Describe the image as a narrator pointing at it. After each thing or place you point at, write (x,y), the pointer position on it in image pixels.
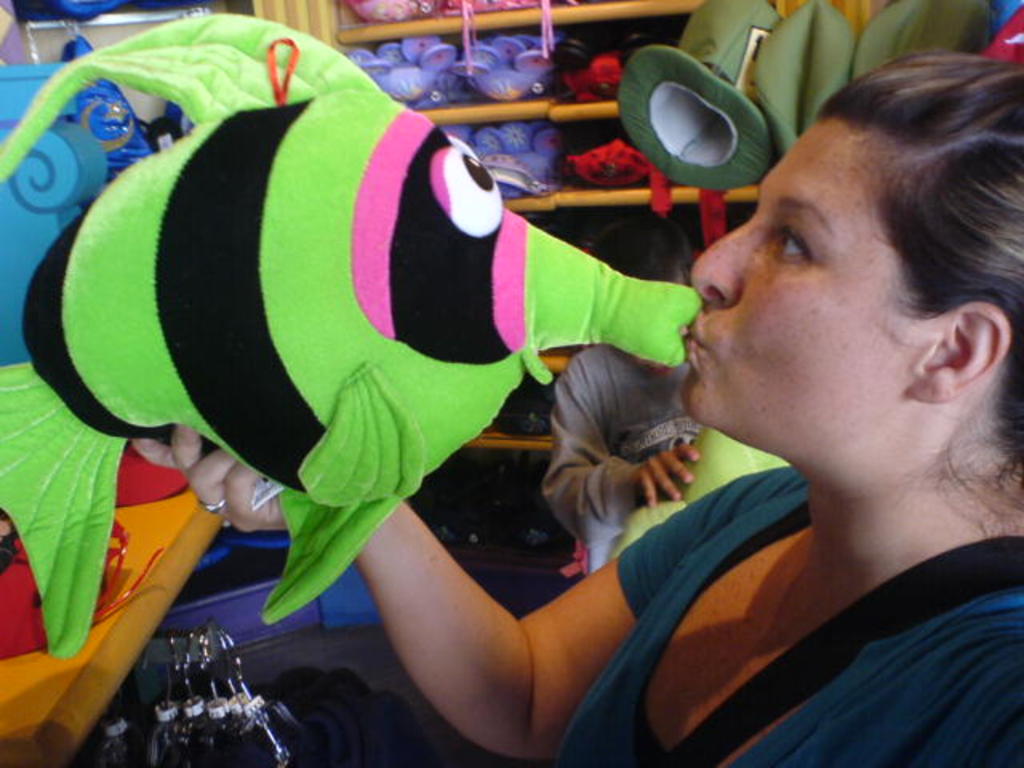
In this image we can see two persons (634,411) standing. One woman (888,545) is holding green toy (170,235) in her hand (223,464). In the background (423,76) we can see group of toys (469,67) placed in a rack (633,152).
